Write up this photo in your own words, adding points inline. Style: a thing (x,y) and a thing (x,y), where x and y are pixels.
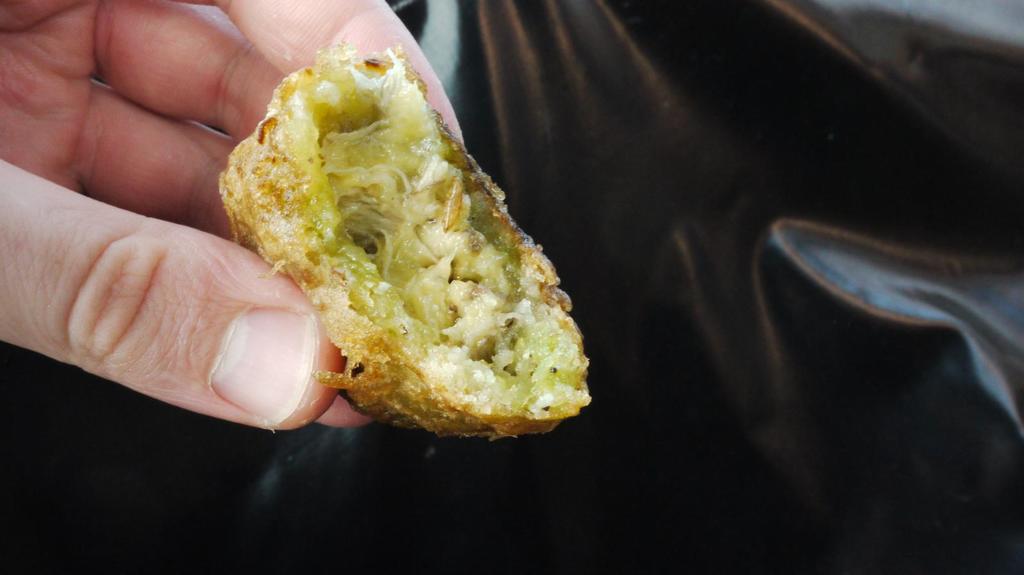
In this picture, we see the hands (292,27) of a person (219,290) holding an edible (400,287). In the background (605,257), we see a black color sheet (688,345) or it is black in the background (649,212).
